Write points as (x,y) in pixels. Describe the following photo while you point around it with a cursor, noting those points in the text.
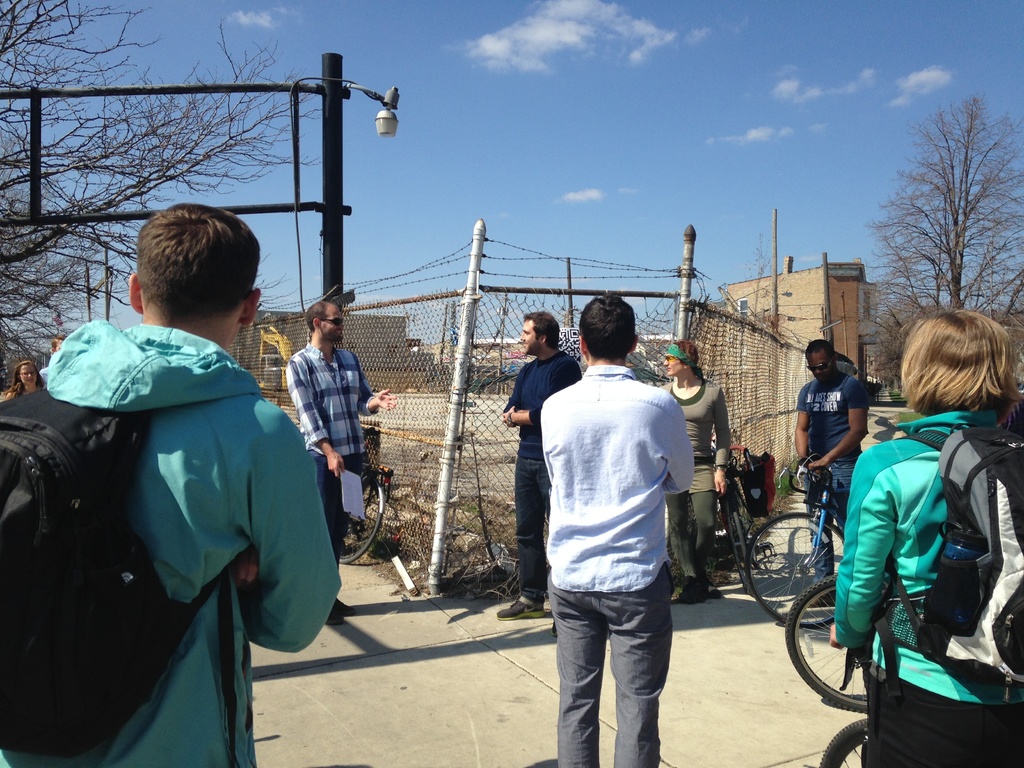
This image is taken in outdoors. There are eight persons (612,410) in this image. In the left side of the image (197,379) a man (33,767) is standing and wearing a backpack (143,651). In the right side of the image (995,741) a woman (1013,720) wear a backpack (998,490) and standing besides her there is a bicycle (811,598). In the middle of the image (362,381) there are four persons (315,324) standing, back of them there is a railing (471,326). At the top of the image (630,50) there is a sky (359,25) with clouds (792,131). At the background (69,167) there are trees (956,250) and a lamp (394,106).
